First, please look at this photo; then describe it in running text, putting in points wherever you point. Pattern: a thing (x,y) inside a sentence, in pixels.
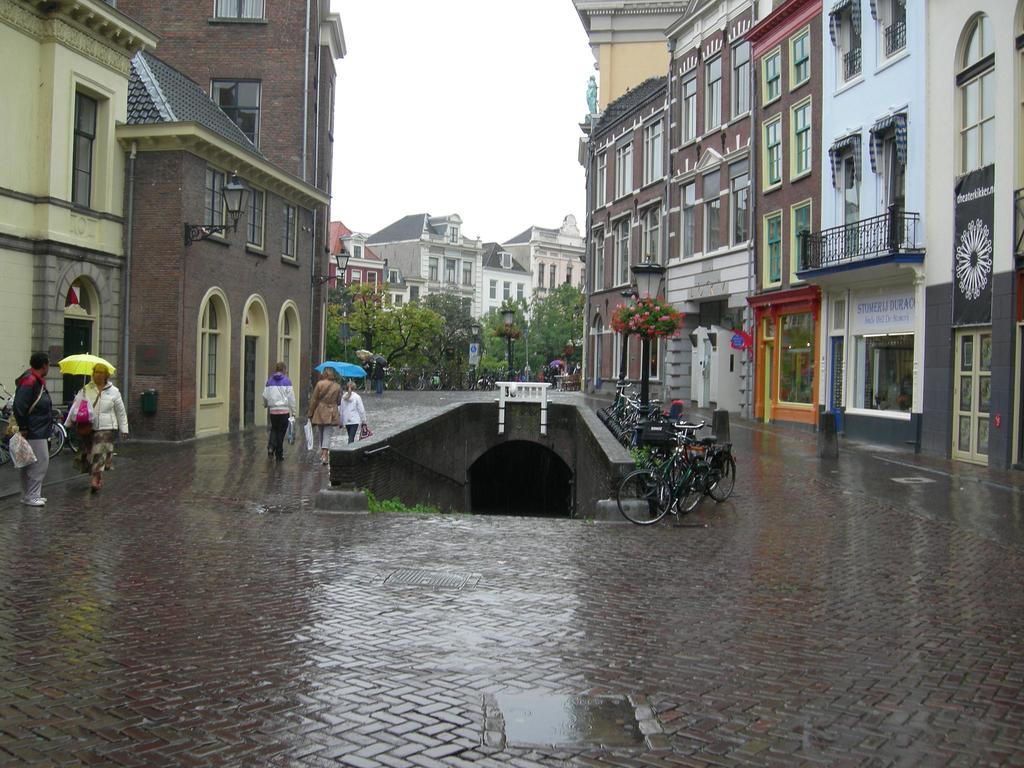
In this picture I can see a few people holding the umbrellas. I can see a number of bicycles (732,453) on the right side (726,470). I can see the tunnel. I can see trees (463,326). I can see the buildings (175,411) on the both left (206,392) and right sides.
